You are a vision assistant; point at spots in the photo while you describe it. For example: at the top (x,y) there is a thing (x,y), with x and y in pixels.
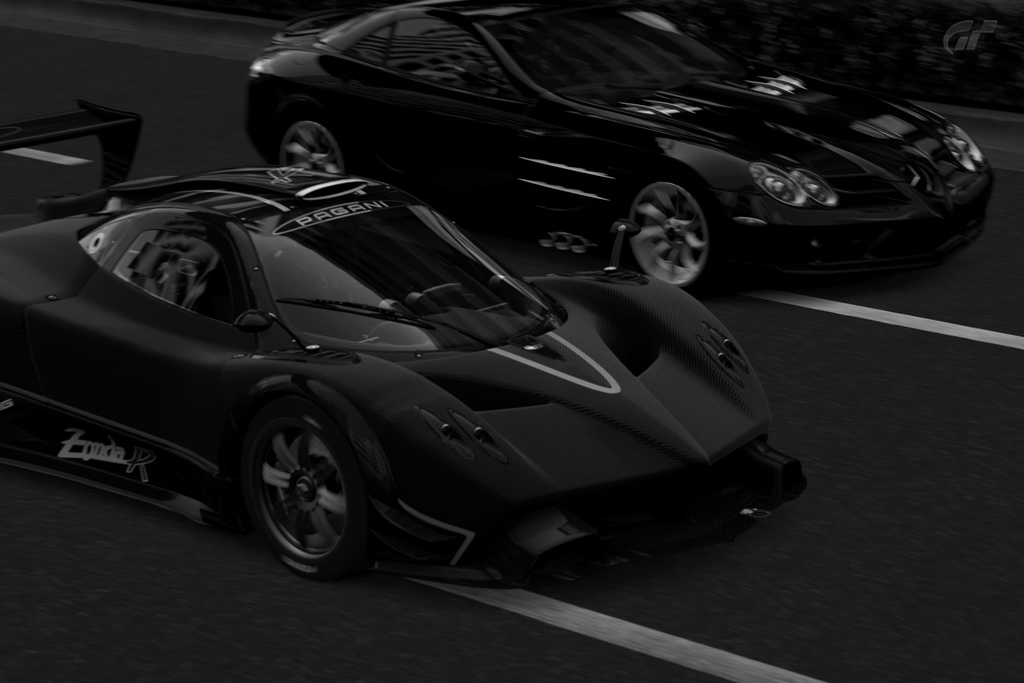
In this picture we can observe two cars (492,385) on the road (856,385). This is a black and white image.
